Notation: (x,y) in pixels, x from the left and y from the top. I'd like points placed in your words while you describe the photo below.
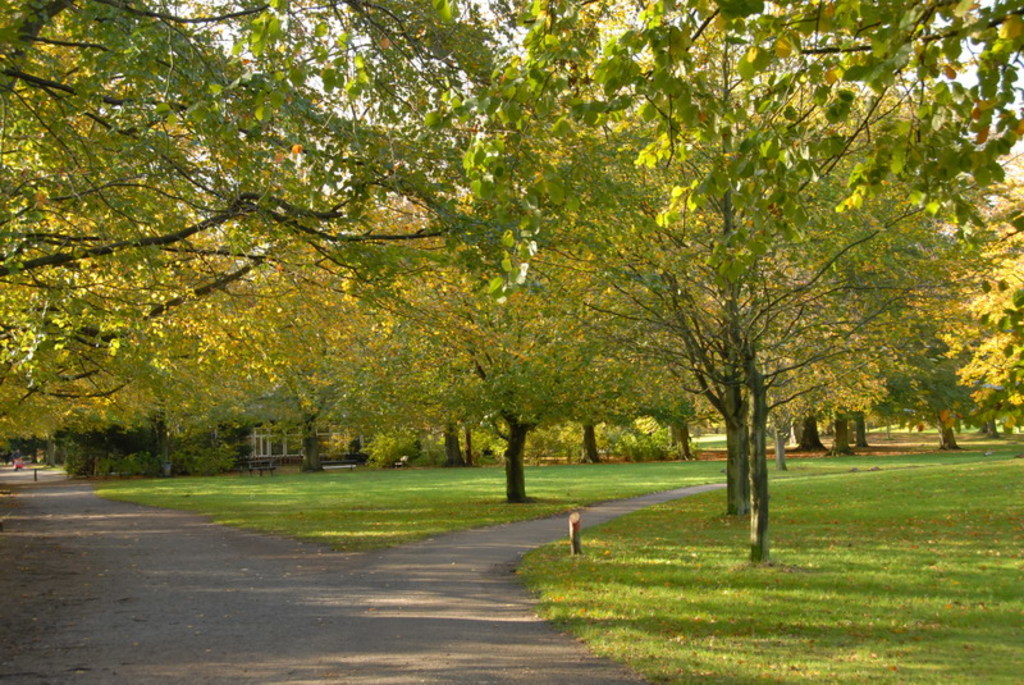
As we can see in the image there is grass (667,598), trees (422,170) and in the background (274,442) there is a house (360,446).
